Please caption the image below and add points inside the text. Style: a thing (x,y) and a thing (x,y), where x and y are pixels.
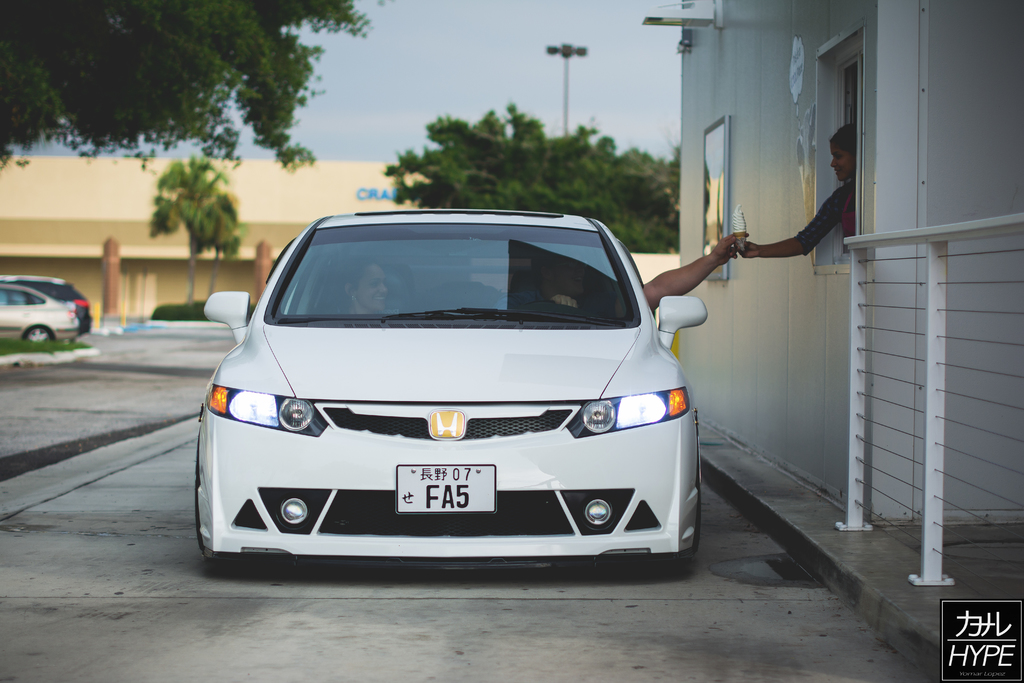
In this picture we can see a woman (769,254) in the shop (761,265) is giving an ice cream (741,224) to a man (562,299) sitting in the car (283,360). We can see a person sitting in the car (283,360). There are few vehicles (16,324) on the left side (83,304). We can see some trees (590,175), buildings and a streetlight (555,48) in the background (193,217). A watermark (1013,653) is visible on bottom right (994,648).
